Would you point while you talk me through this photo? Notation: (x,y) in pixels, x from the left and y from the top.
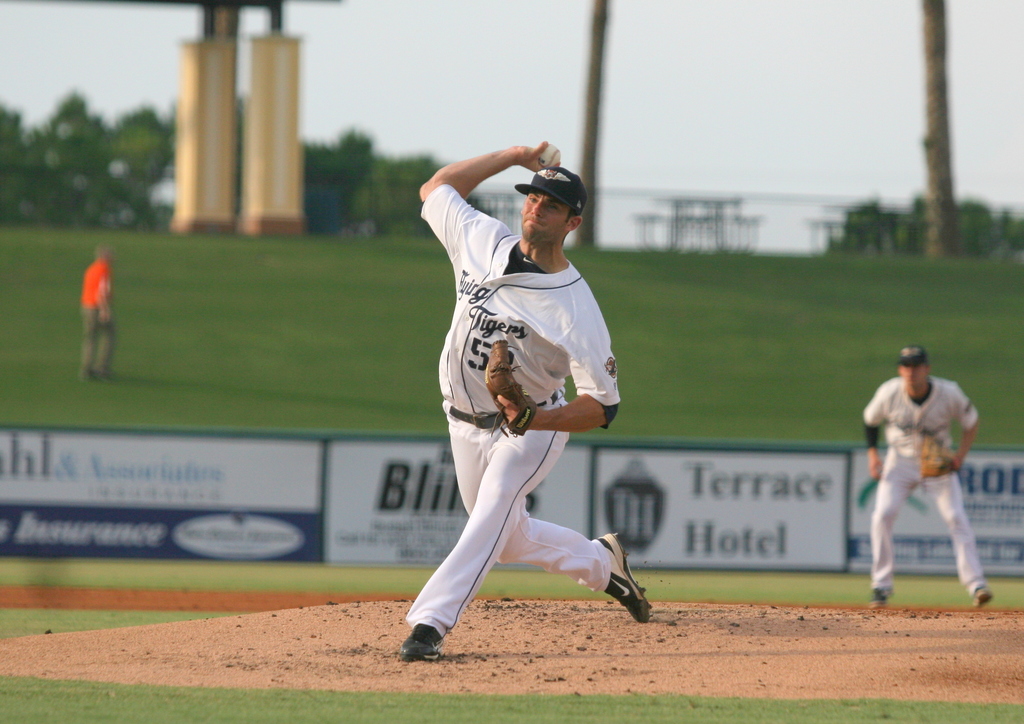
In this image there is a base ball player (513,473) standing on the ground (556,613) and throwing the ball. Behind him there is another person (902,474) standing on the ground (920,586). There is a boundary (232,478) in the background (283,503). At the top (207,72) there are two pillars (220,121) and two trees (941,97) on the ground (845,258). Behind the pillars (207,176) there are trees (112,189). There is a person (95,320) walking on the ground (206,343).
